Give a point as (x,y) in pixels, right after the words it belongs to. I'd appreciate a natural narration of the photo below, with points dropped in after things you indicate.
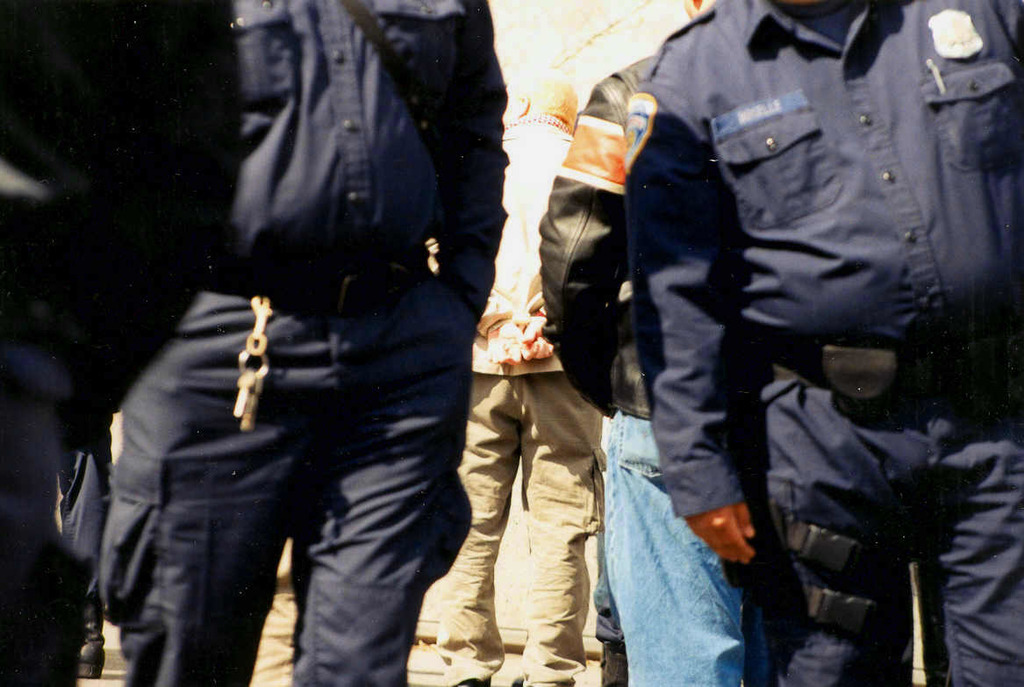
In this picture we can observe some men (325,455) wearing blue color dresses (357,322). One of them was wearing black color jacket (609,355). All of them were standing.
